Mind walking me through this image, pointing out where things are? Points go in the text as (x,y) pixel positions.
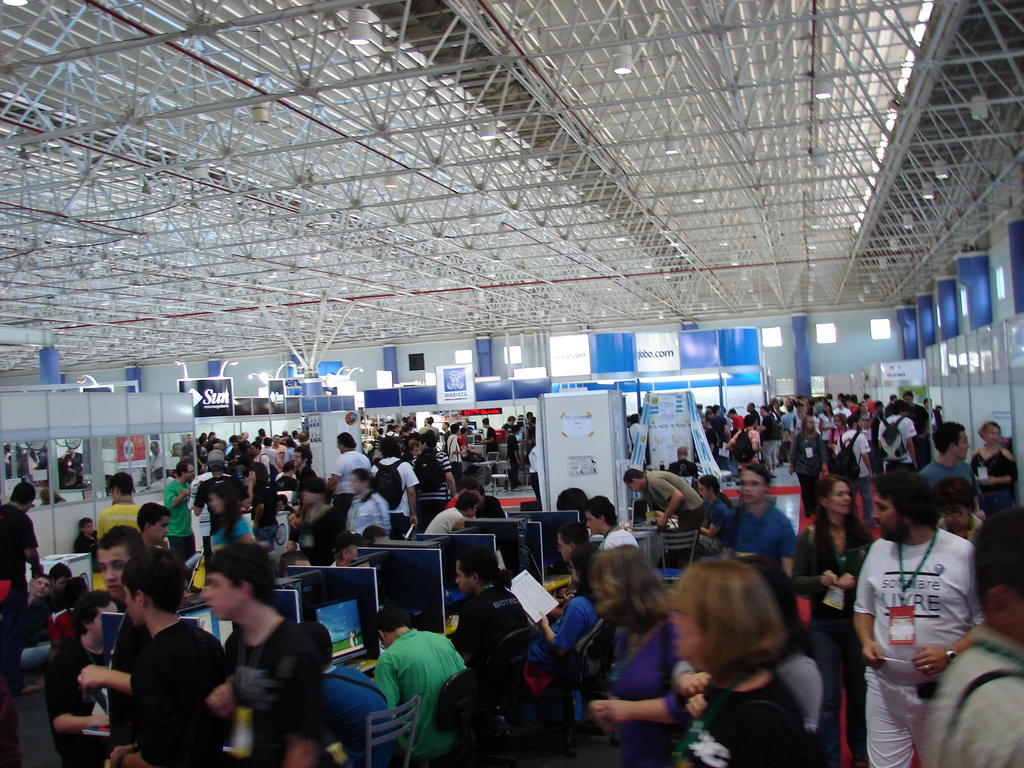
At the bottom of the image (203,640) we can see many people (575,543) standing and some of them are sitting. There are computers (344,623) placed on the tables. We can see boards (579,438). In the background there is a door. At the top (822,96) we can see lights (624,49).
